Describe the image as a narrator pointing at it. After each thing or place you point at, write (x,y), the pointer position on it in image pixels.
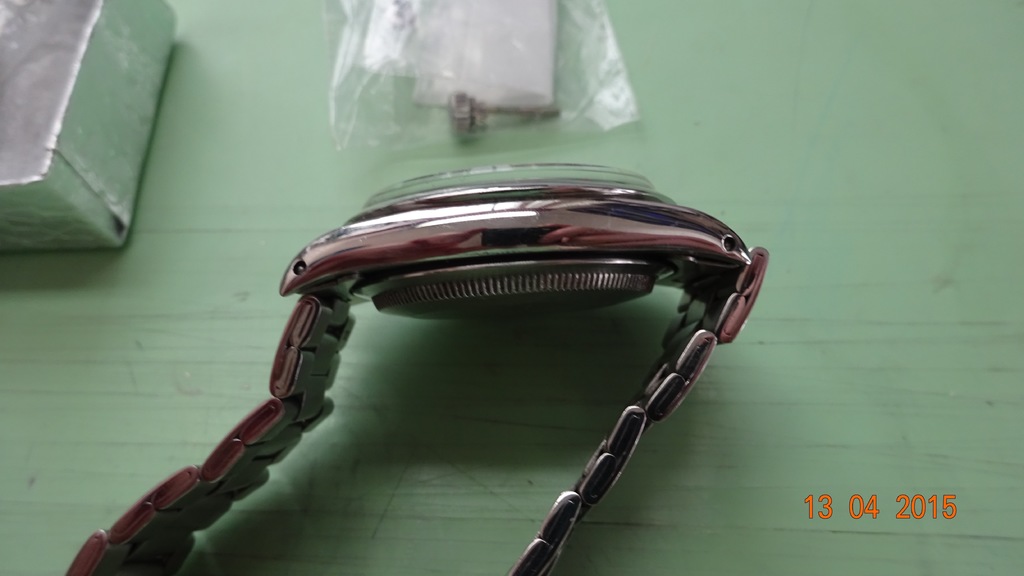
In this image, we can see a wrist watch (635,276) and there is a silver color object (51,99).
